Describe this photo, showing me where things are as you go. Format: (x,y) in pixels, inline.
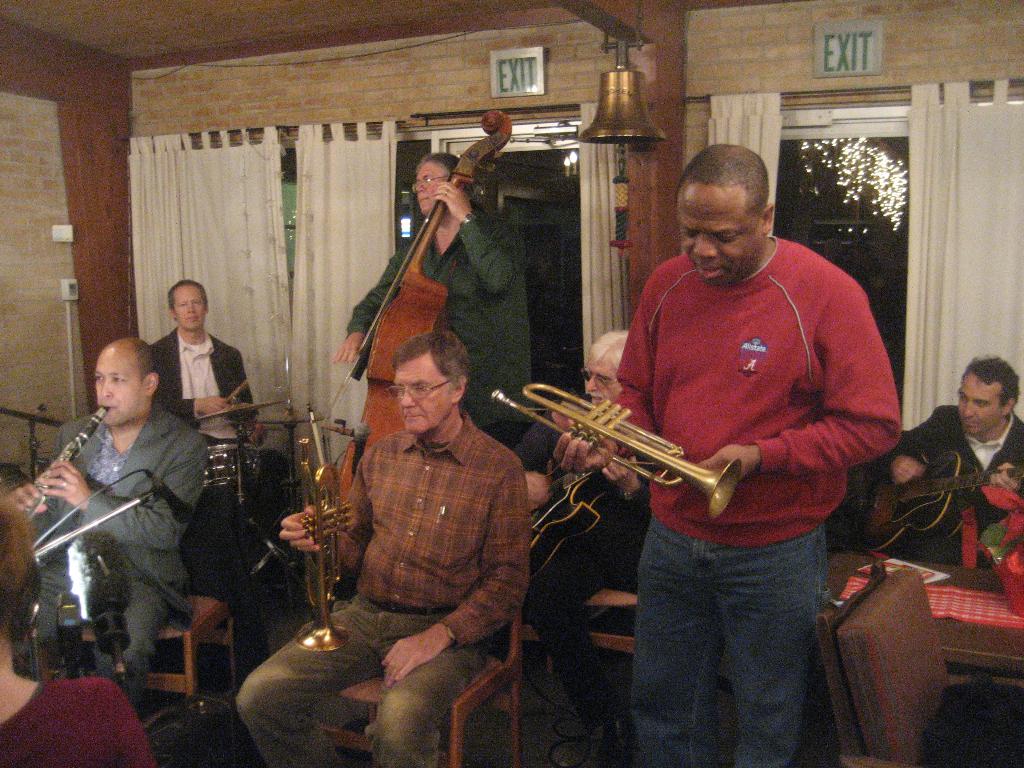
In this image I can see few persons (428,504) are sitting on chairs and few persons (767,562) standing are holding musical instruments (727,473) in their hands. I can see the wall (338,91), few curtains (353,252), the ceiling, two exit boards (509,81), a bell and few lights (897,187).
